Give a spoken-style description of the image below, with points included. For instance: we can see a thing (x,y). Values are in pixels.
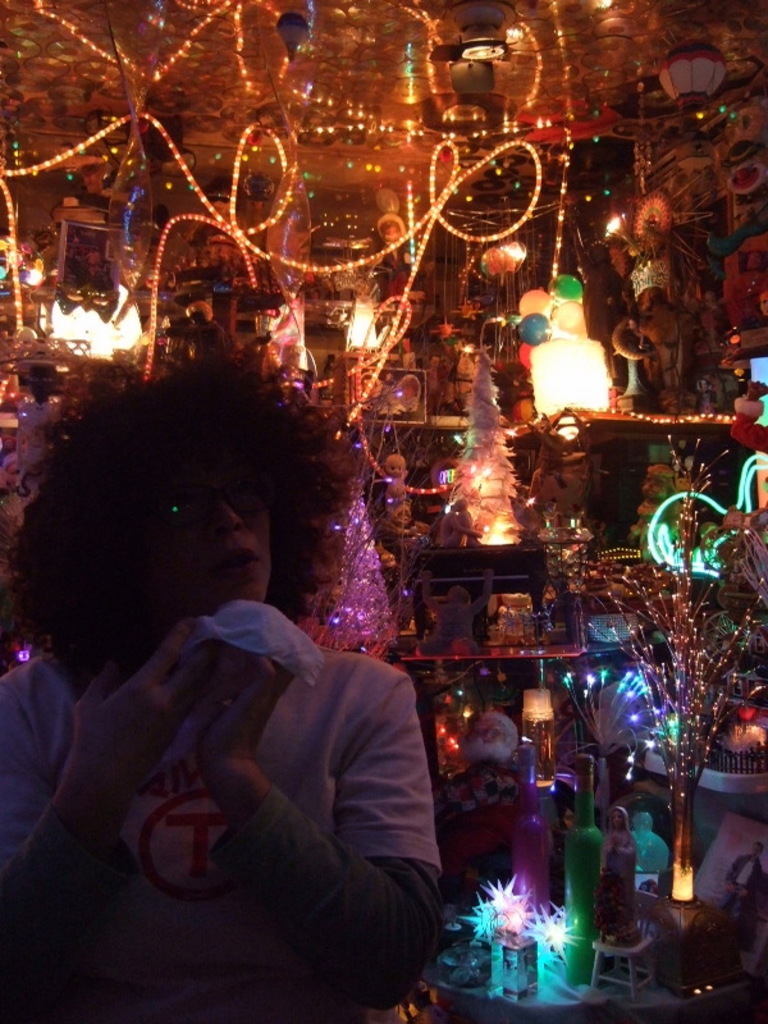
To the bottom left corner of the image (156,761) there is a man (171,723) with white and grey t-shirt (274,812) is standing and holding the cloth (228,627) in his hands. Behind him to the right side (551,457) there are many items (485,328) like Christmas trees (478,516), toys (491,776) and many other items (622,596) with lights (575,350).
